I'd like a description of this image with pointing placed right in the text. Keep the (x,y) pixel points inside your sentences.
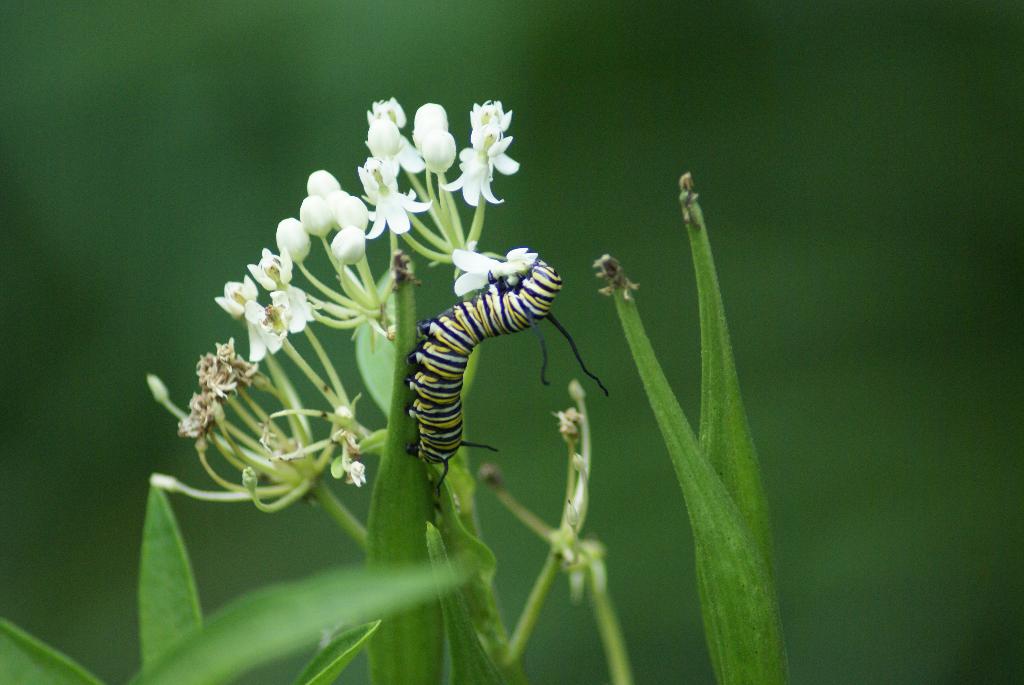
In this image in the front (405,453) there is caterpillar (431,377) on the leaf (396,380) and there are flowers (306,311) and plants (726,546) and the background (224,151) is blurry.
